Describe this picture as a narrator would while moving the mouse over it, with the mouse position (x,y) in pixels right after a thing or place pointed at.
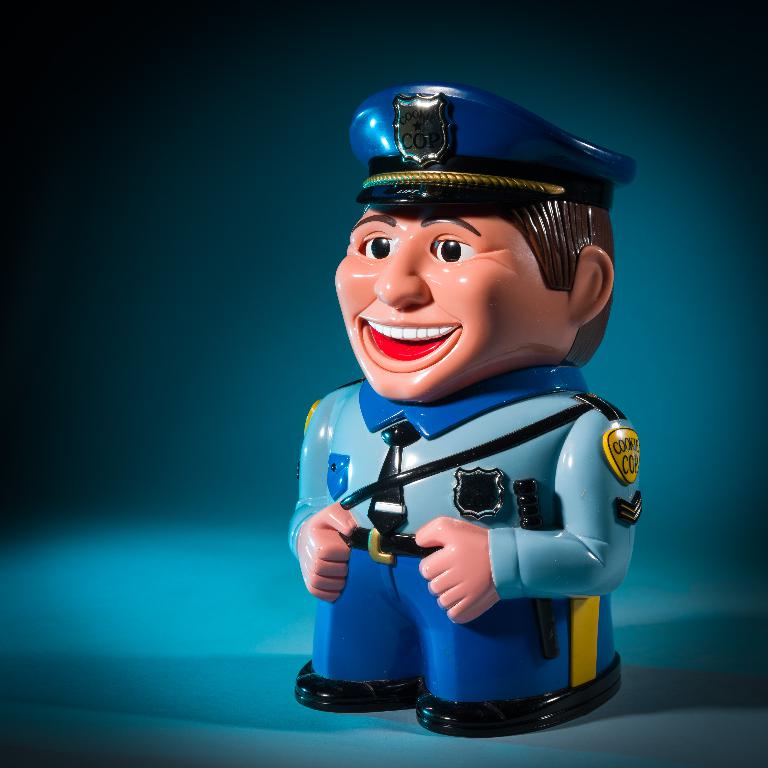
In this image I can see a toy (474,418) of a man (349,435) wearing uniform (411,454). I can also see smile (377,322) on his face (390,388) and I can see blue colour in background (210,363).
